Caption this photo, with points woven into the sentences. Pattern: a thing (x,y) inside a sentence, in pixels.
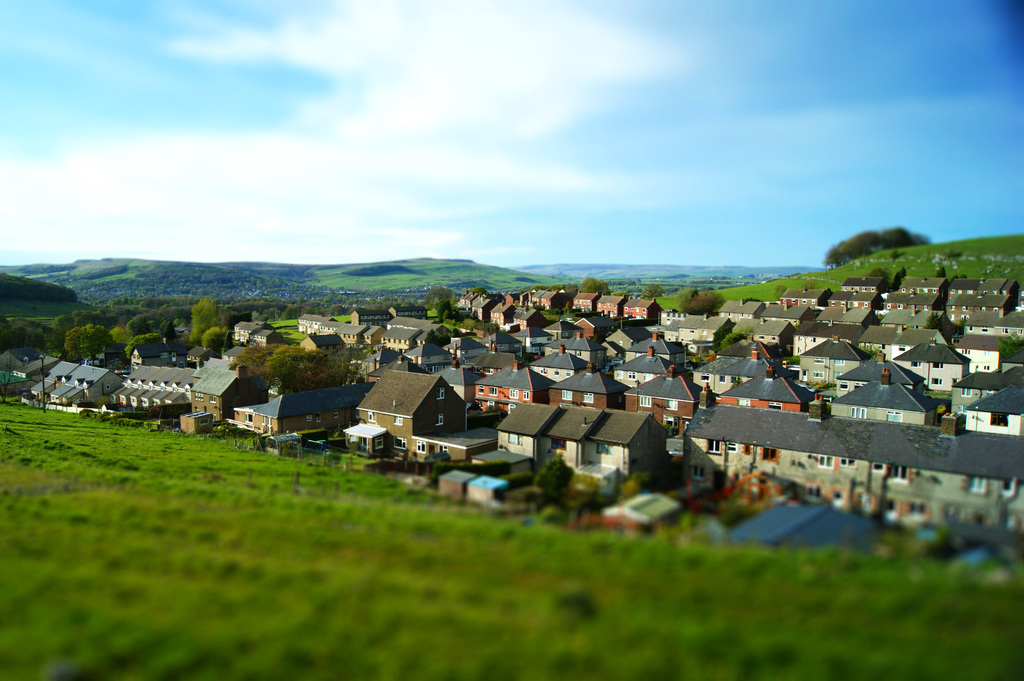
In this image we can see some grass (221,490), there are some houses (527,372), trees (29,341) and in the background of the image (114,250) there are some mountains (293,271), clear sky (281,117).
